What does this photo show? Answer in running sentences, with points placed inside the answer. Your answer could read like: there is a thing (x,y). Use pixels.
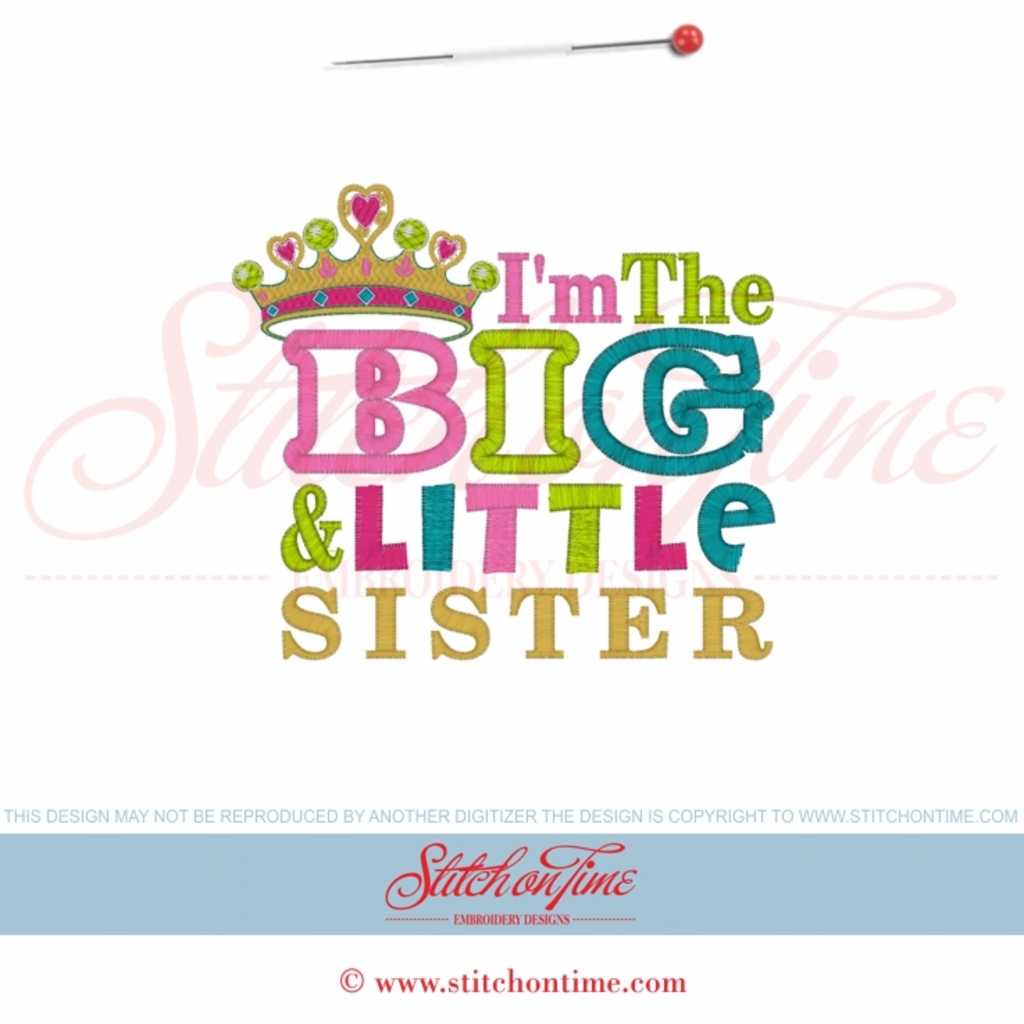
In this image there is a poster (74,179), on that poster (295,388) there is some text (394,457) written.
